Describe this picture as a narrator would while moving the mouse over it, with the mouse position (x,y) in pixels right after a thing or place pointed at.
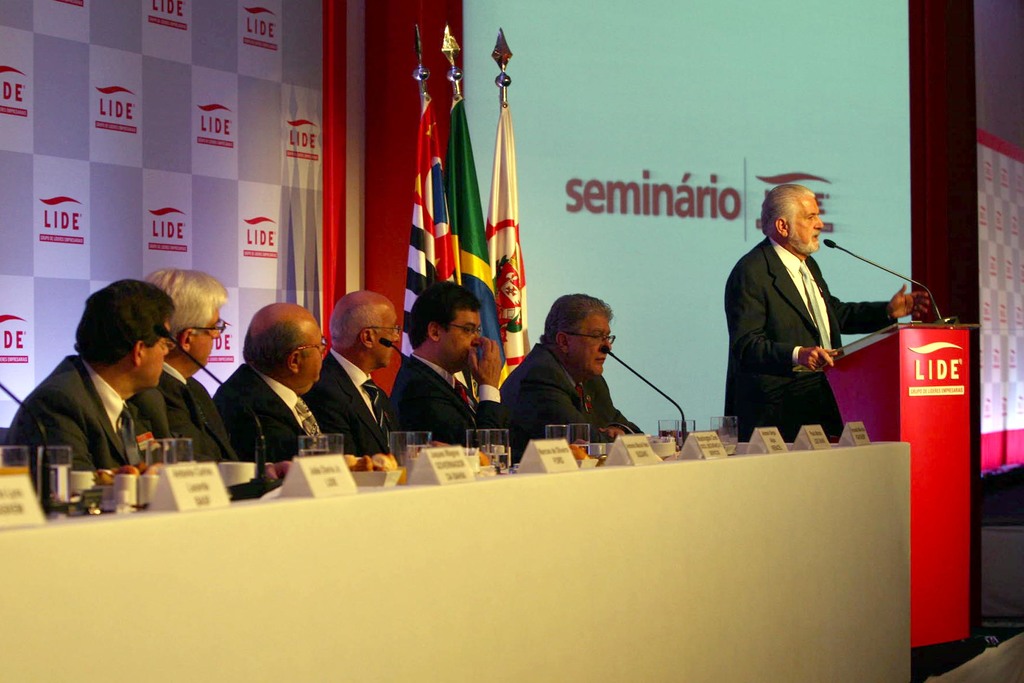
This image consists of seven people (529,431). On the left (119,418), six men (303,425) are sitting in the chairs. In front of them, there is a table (437,511) on which we can see name boards (26,498) and glasses (679,432) along with the mics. On the right (818,415), we can see a man (830,410) standing near the podium (856,415) and talking in the mic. In the background (637,150), we can see a screen (642,192) and a banner (105,162) on the wall (379,264) along with the flags (488,282). At the bottom (928,664), there is a floor (971,650).
